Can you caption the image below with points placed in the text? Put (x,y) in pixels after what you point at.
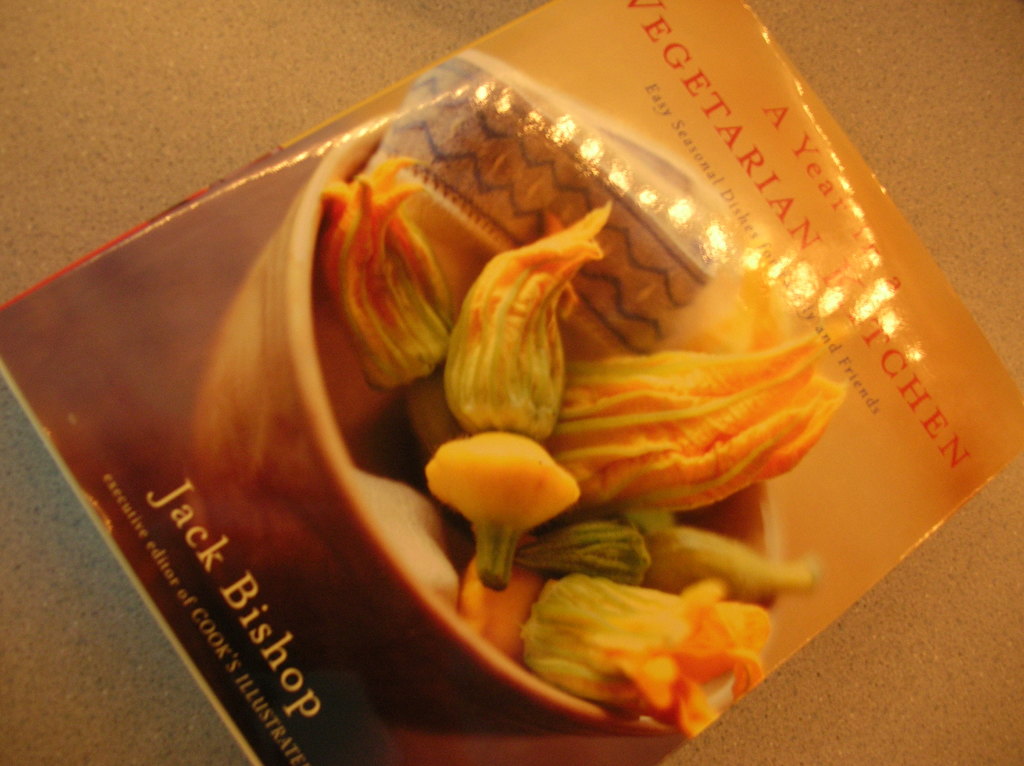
In this image, we can see a book (462,431) with some images (462,431) and text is placed on a surface (135,178).
